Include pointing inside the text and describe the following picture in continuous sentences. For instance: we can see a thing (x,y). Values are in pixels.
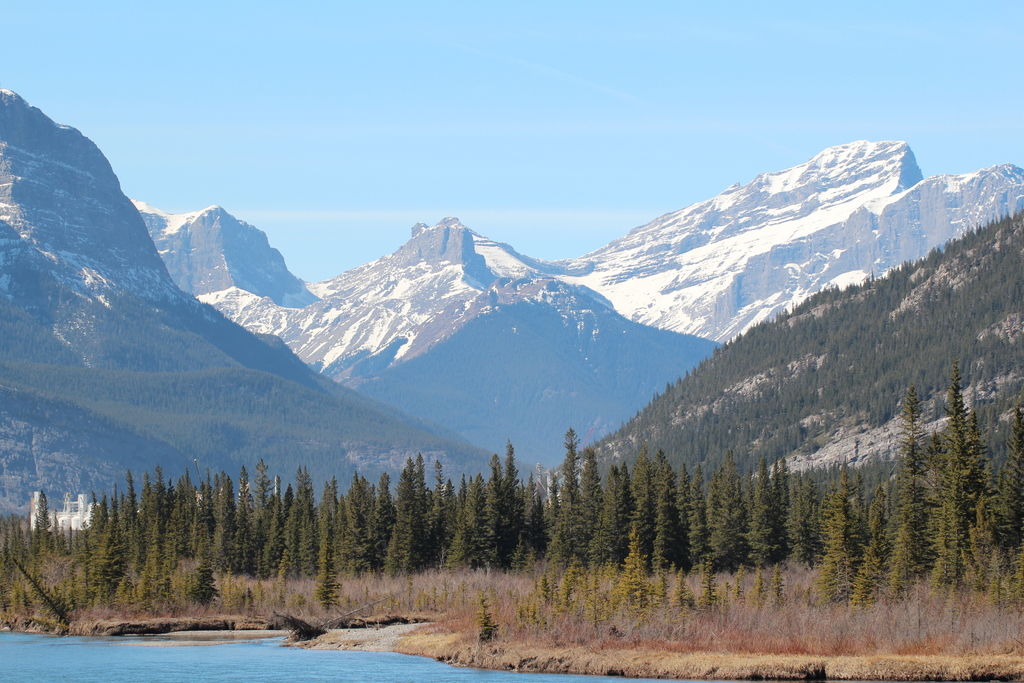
In this image we can see a group of trees (947,484), some plants (490,662), water (451,675), some buildings (53,525), the ice hills (287,329) and the sky (561,232).
